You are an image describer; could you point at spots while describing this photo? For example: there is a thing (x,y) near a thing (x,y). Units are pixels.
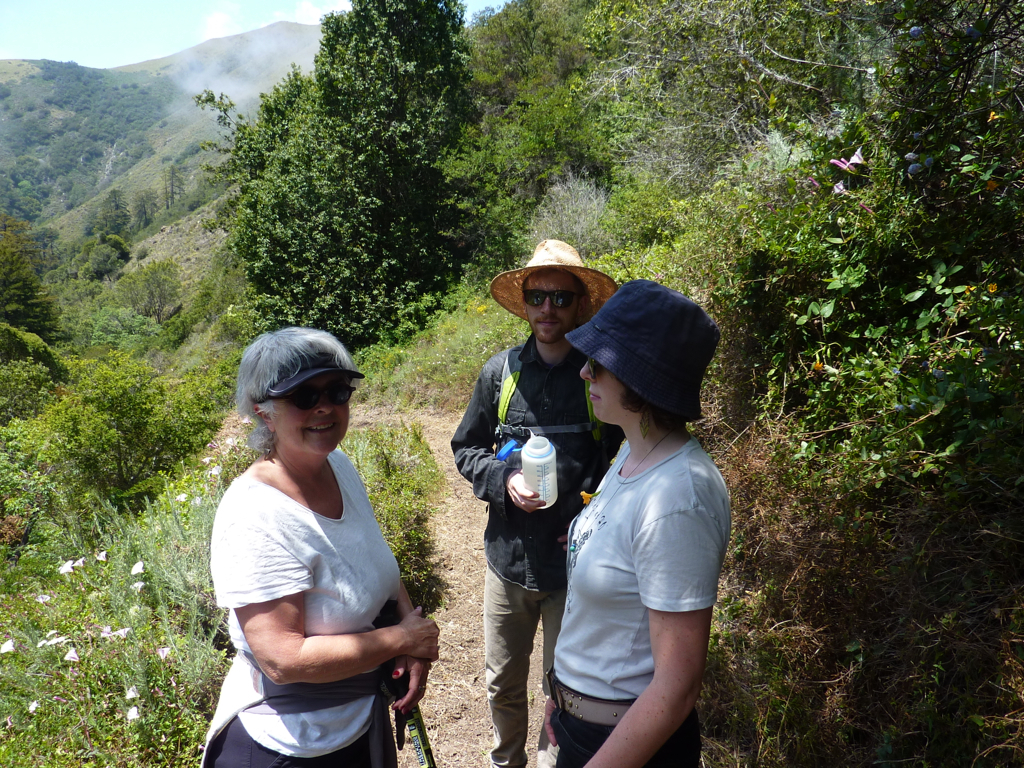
In the middle (492,357) bottom, there are three persons (712,578) standing. One is wearing goggle (312,395) and both are wearing a hat (594,330). This person (560,432) is holding a bottle (545,472) in his hand (526,496). And both side of the image, there are trees (839,117) covered on the mountain (147,248). In the top left (82,53), sky (230,30) is visible which is blue in color. This image is taken during day time on the mountain (214,278).
